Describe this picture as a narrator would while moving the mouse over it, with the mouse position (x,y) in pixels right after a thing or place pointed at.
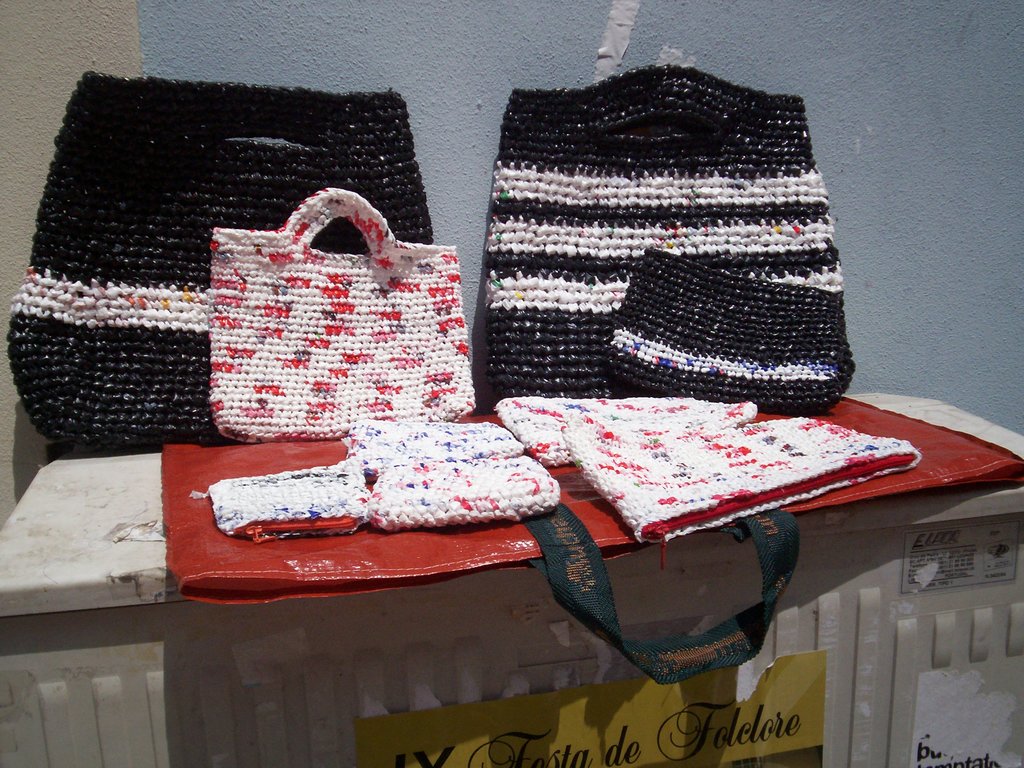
In this picture I can see a white color thing (158,579), on which there are few bags (339,264) and on the bottom of this picture (621,747) I see a paper (610,725) on which there is something written. In the background (459,117) I see the wall (964,235).
